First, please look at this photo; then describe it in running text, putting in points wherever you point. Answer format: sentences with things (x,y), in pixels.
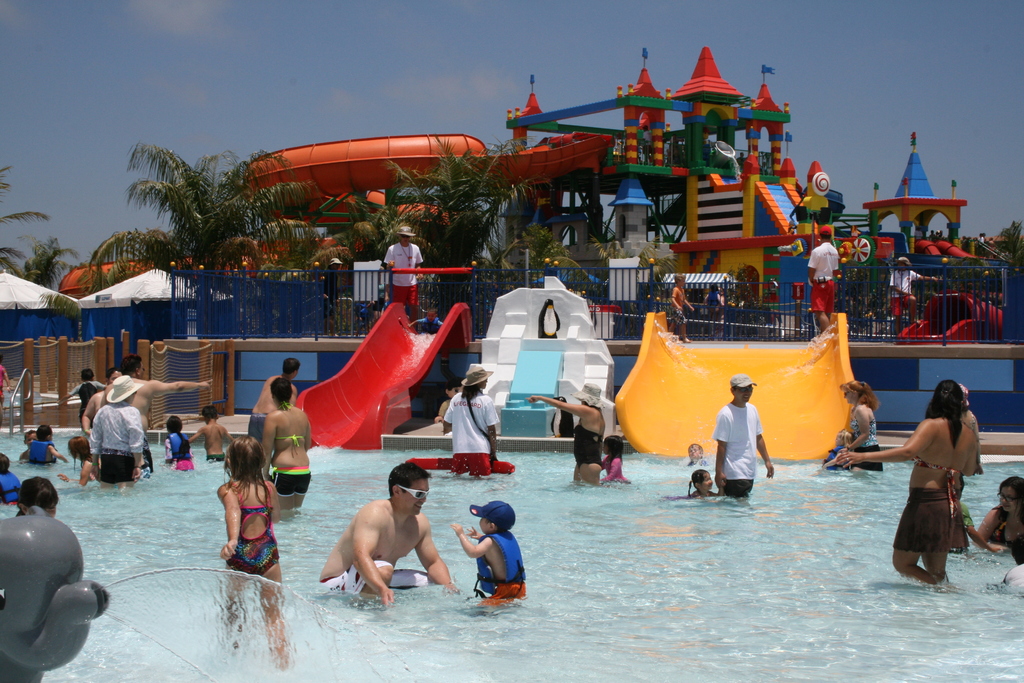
In the image there is a pool (219,544) and people (240,506) are enjoying in the pool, behind them there are different types of water rides (573,366) and trees (493,256). There is also a fencing (312,307) around the pool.
